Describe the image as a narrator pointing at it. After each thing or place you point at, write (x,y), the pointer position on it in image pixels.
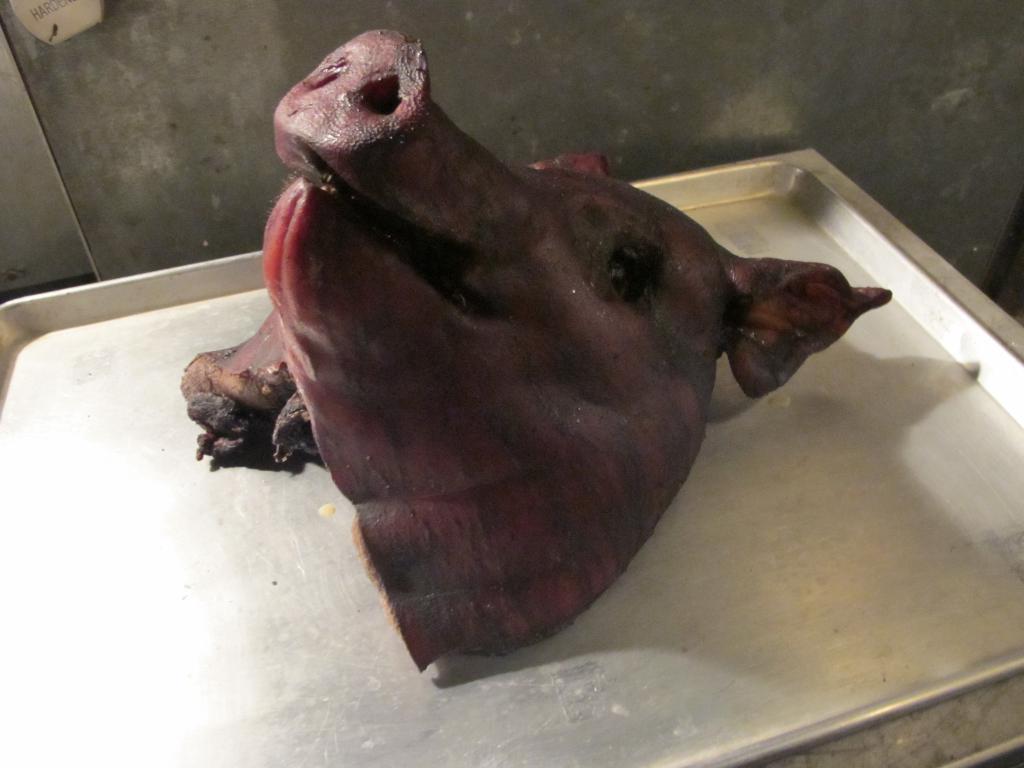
In this image we can see head (612,309) of an animal (612,309) on a tray (25,559). In the back (254,107) there is a wall (707,62).
